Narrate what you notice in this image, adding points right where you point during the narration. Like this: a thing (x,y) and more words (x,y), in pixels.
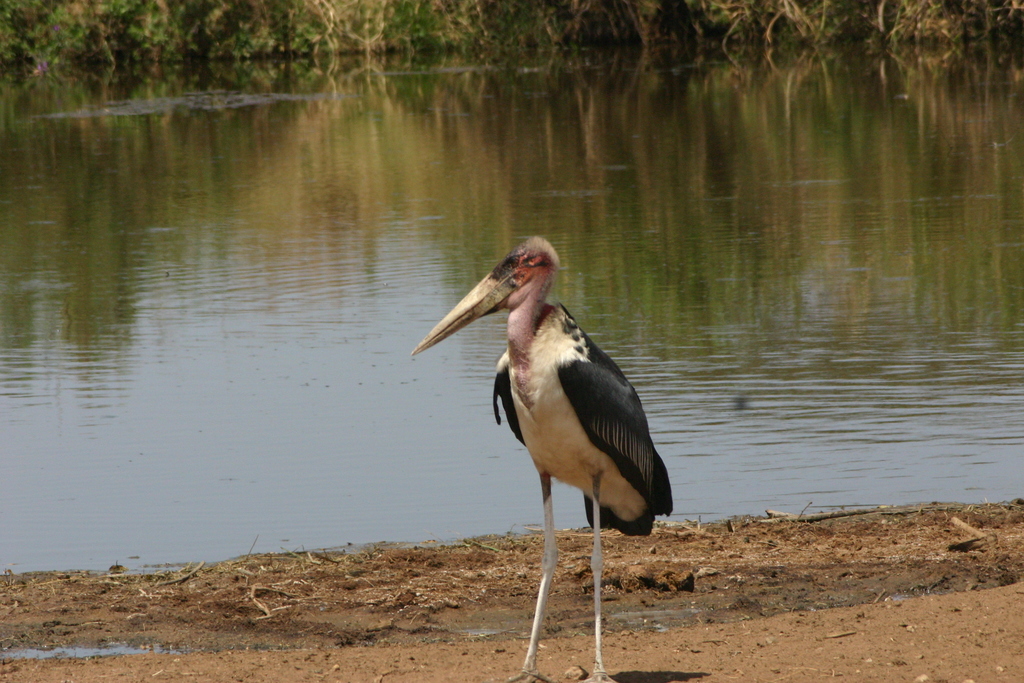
In this picture I can observe a crane (535,295) standing on the land (580,593) which is in white and black color. In the background (339,187) I can observe a pond (421,202).
